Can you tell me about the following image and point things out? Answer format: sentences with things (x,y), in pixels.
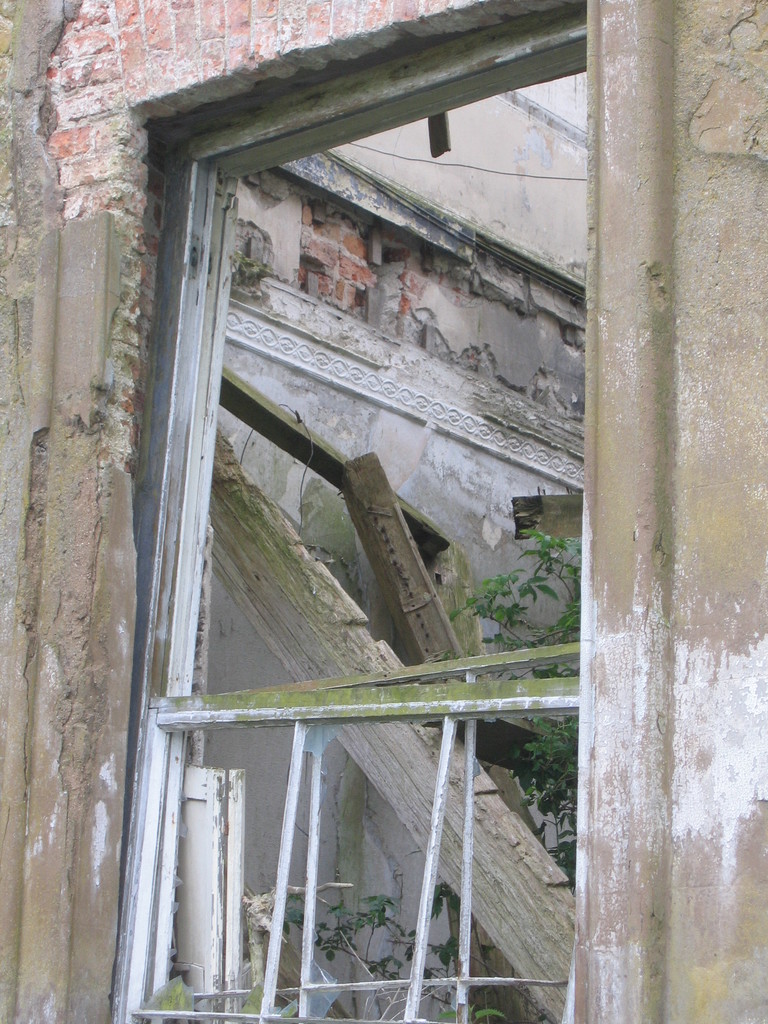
In this picture I can see the wall (138,376) and a window (360,119) in front (758,604) and through the window (348,106) I can see another wall (370,332), few wooden things (332,637) and a plant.
